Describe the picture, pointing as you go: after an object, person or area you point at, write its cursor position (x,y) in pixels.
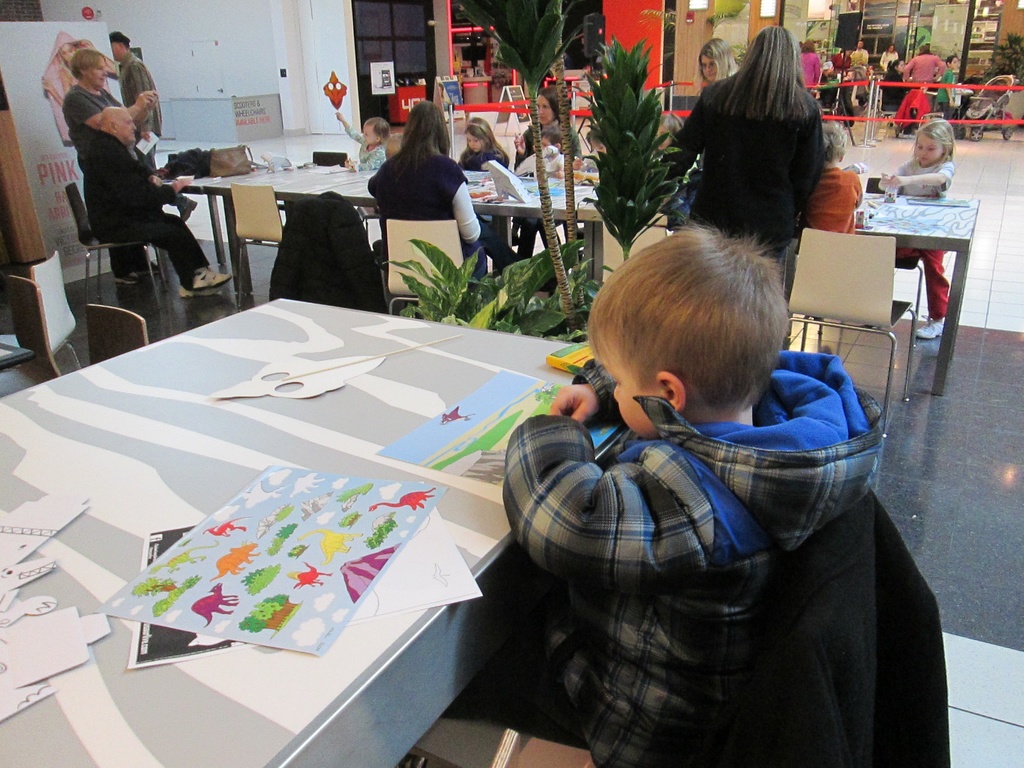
In this image I can see group of people (634,474) sitting on the chairs (609,253) and some of them are standing. In front of them there is a table (237,471) with papers (234,612) on it. There are some plants (632,162) and boards (41,57) in the image.
